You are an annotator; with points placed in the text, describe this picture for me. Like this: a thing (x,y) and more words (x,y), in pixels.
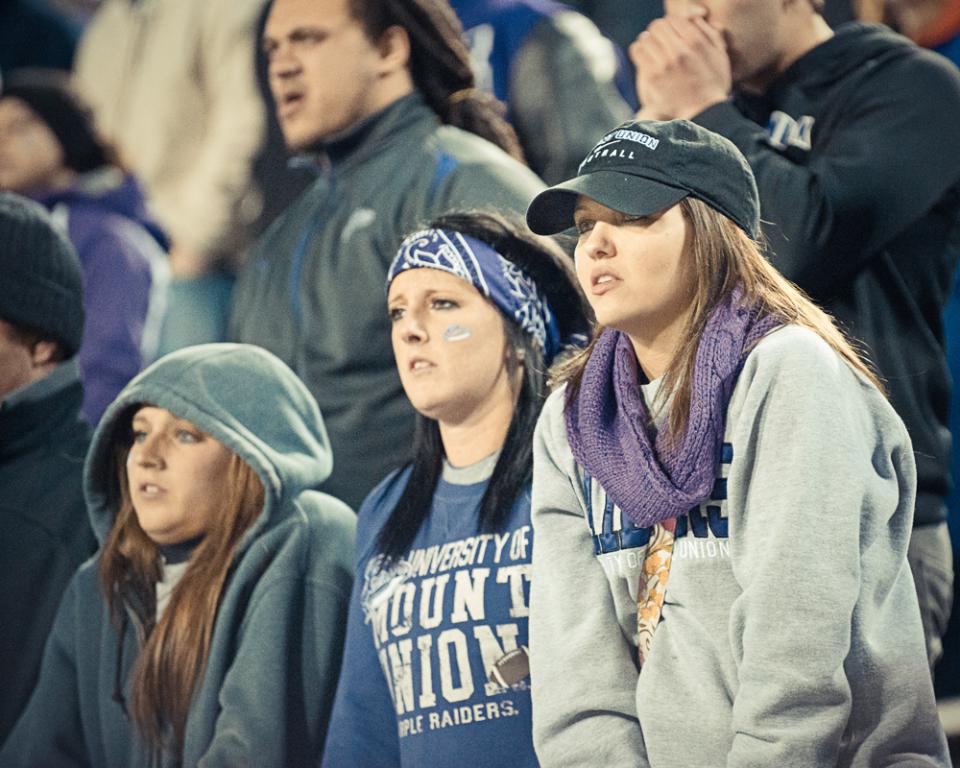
There are persons (153,215) in different color dresses (814,56) standing. And the background (18,9) is blurred.
